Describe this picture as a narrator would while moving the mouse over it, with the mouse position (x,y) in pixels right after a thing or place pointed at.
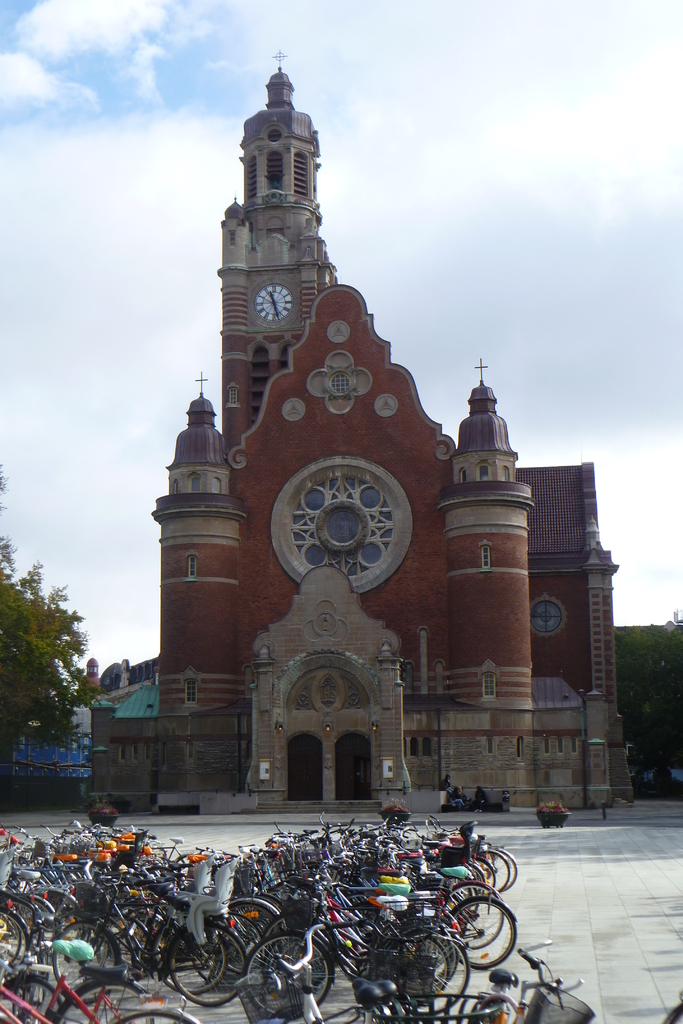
In this image I see a building (334,543) over here and I see a tower (261,222) on which there is a clock (268,308) and I see the path (668,900) on which there are number of cycles (262,898) and I see plants (553,812) in the pots (544,815) and in the background (83,449) I see the trees (664,642) and the sky (388,78) and I see that the sky (91,81) is a bit cloudy.
